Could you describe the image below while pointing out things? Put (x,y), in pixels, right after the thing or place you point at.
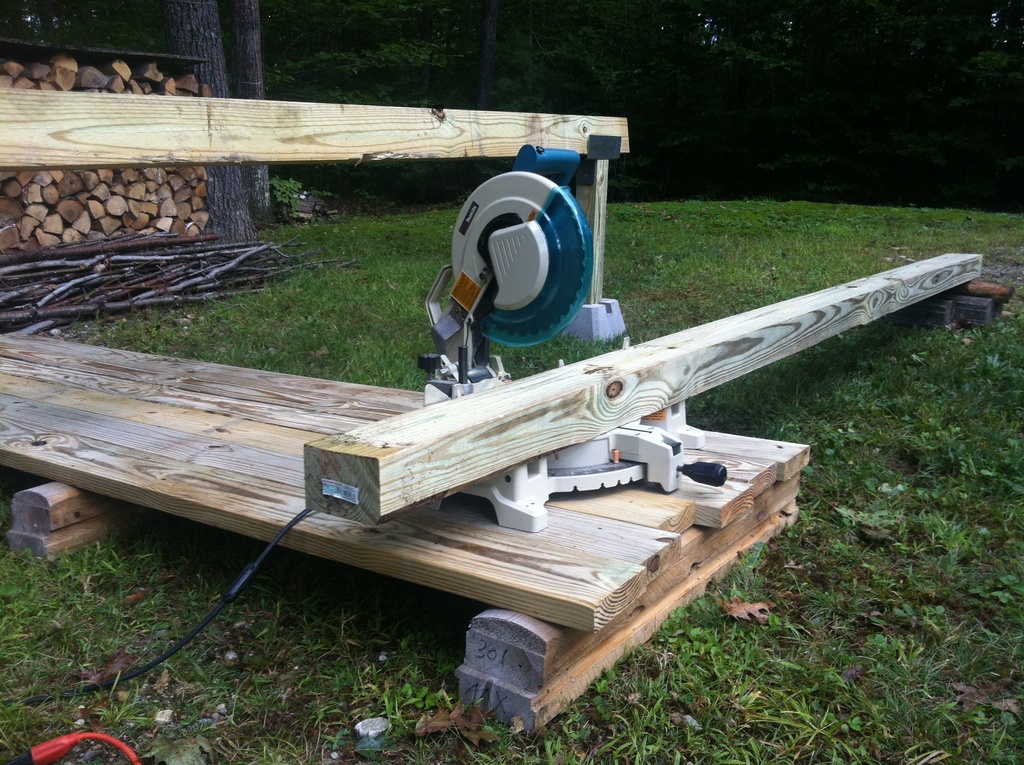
In this image I can see a wooden surface (268,434) which is brown, cream and white in color and a machine (468,358) which is blue and grey in color on the wooden surface (251,456). I can see a wooden log (478,436) on it. In the background (183,192) I can see few wooden logs (136,208) which are brown in color, some grass (322,248) on the ground (725,222) and few trees (829,121) which are green in color.
